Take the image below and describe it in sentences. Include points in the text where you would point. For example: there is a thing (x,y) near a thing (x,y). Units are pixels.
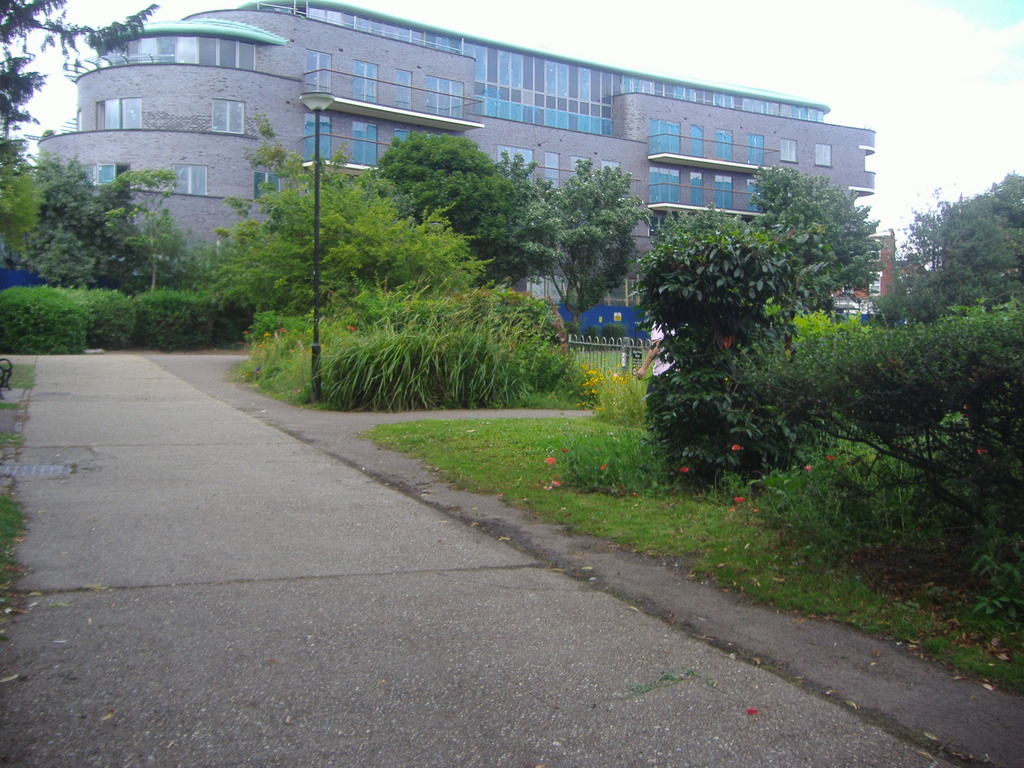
In this image, we can see some trees (784,325) and plants (919,388). There is a pole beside the road (173,477). There is a building (469,106) at the top of the image (391,74).
